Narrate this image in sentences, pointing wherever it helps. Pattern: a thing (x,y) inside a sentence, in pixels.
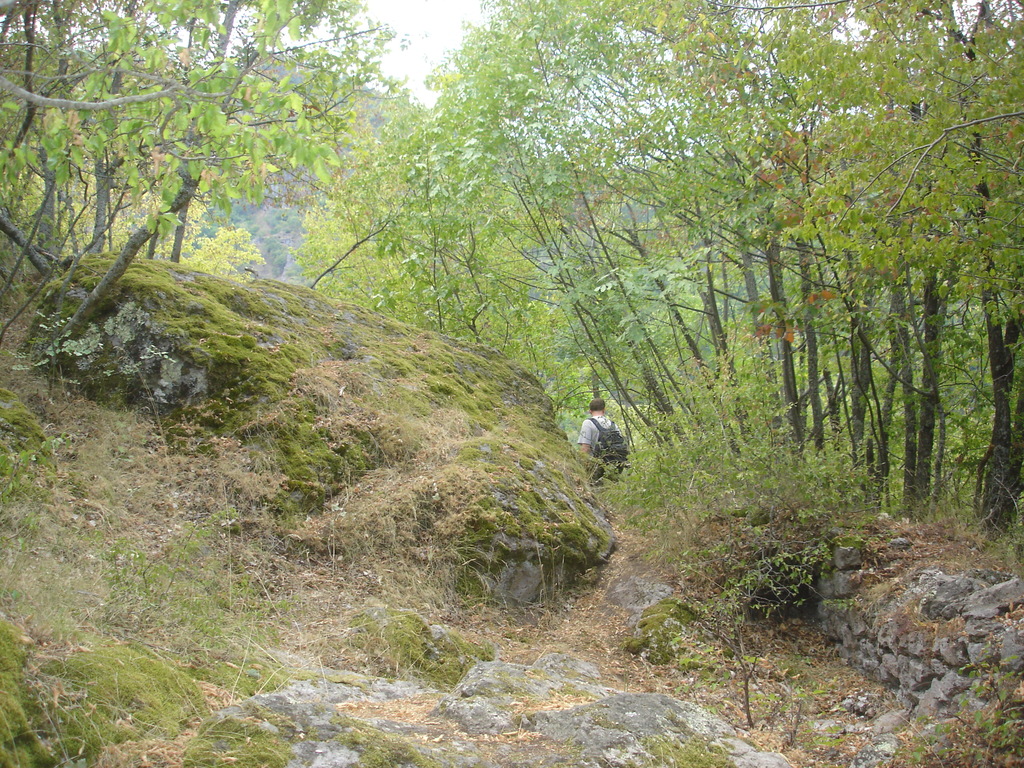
In this image there is a person (606,432) walking on the surface (355,588) of the grass (401,563). In the background (630,162) there are trees (662,385).
